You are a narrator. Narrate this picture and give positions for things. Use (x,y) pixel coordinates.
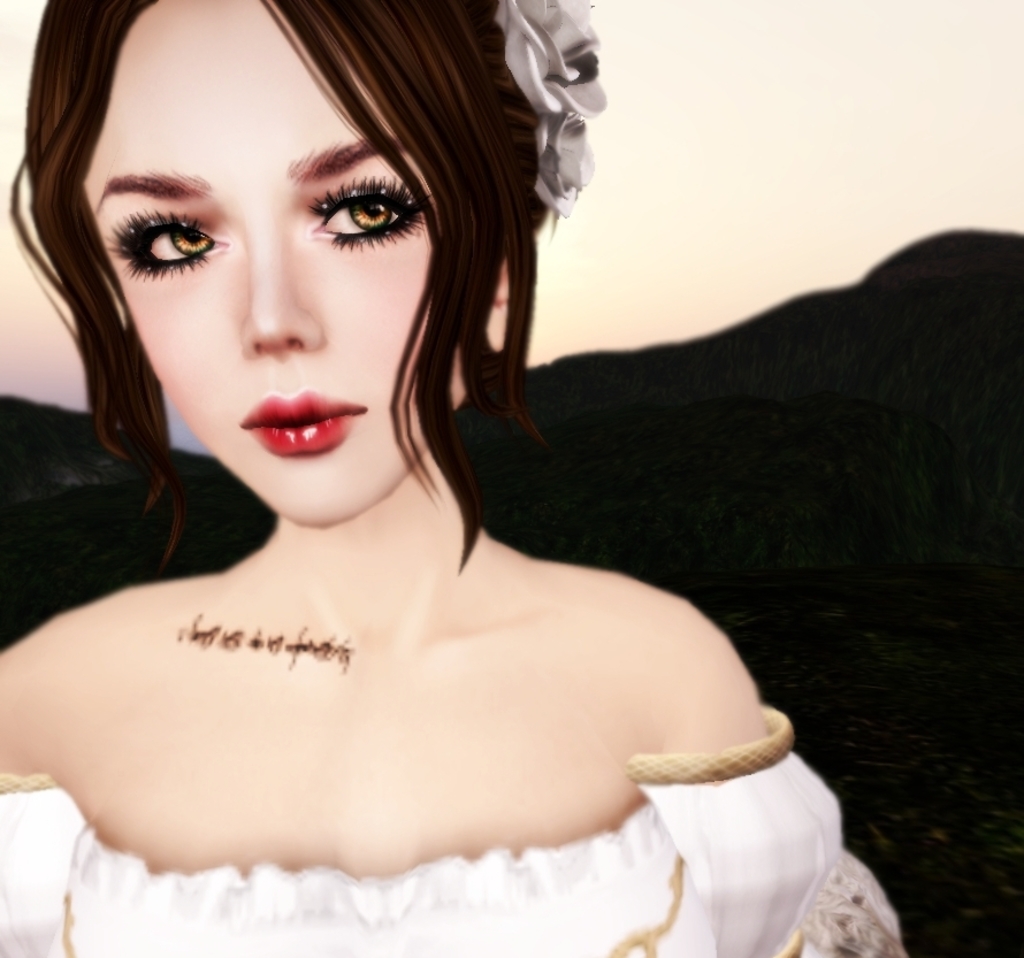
This is a painting. In the center of the image (365,602) we can see a lady (511,565). In the background of the image (858,650) we can see a dark and light color.
